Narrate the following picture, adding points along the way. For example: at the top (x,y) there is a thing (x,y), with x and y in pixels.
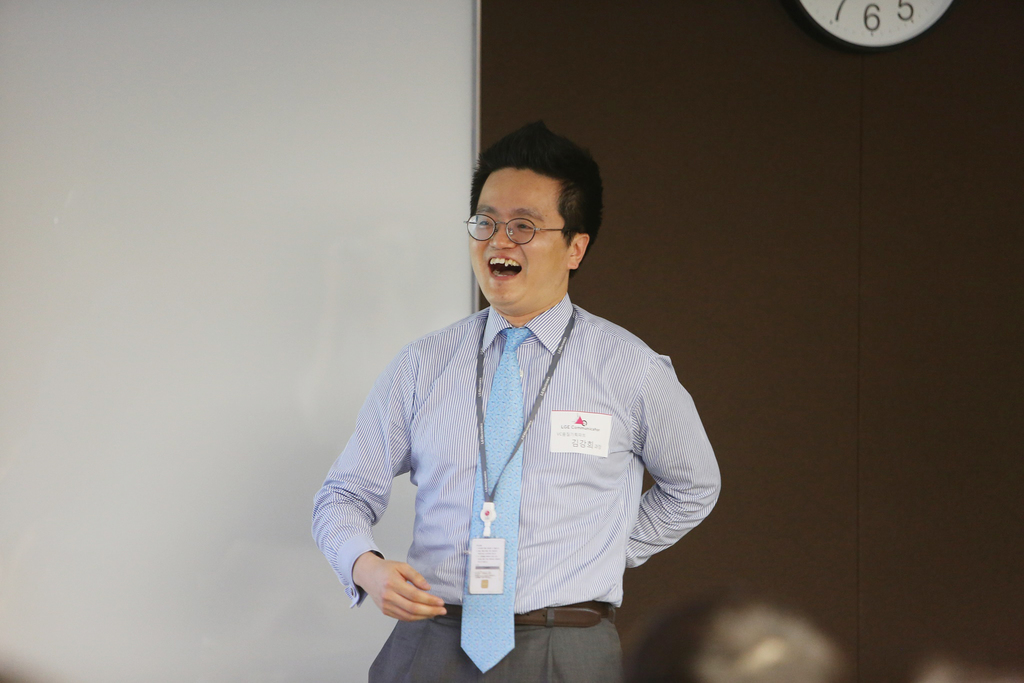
In this image there is one person (503,463) standing in middle of this image (565,413) and wearing a id card (484,553) and there is a wall (575,114) in the background (370,199). There is a wall clock (895,38) at top right corner of this image (902,10).
